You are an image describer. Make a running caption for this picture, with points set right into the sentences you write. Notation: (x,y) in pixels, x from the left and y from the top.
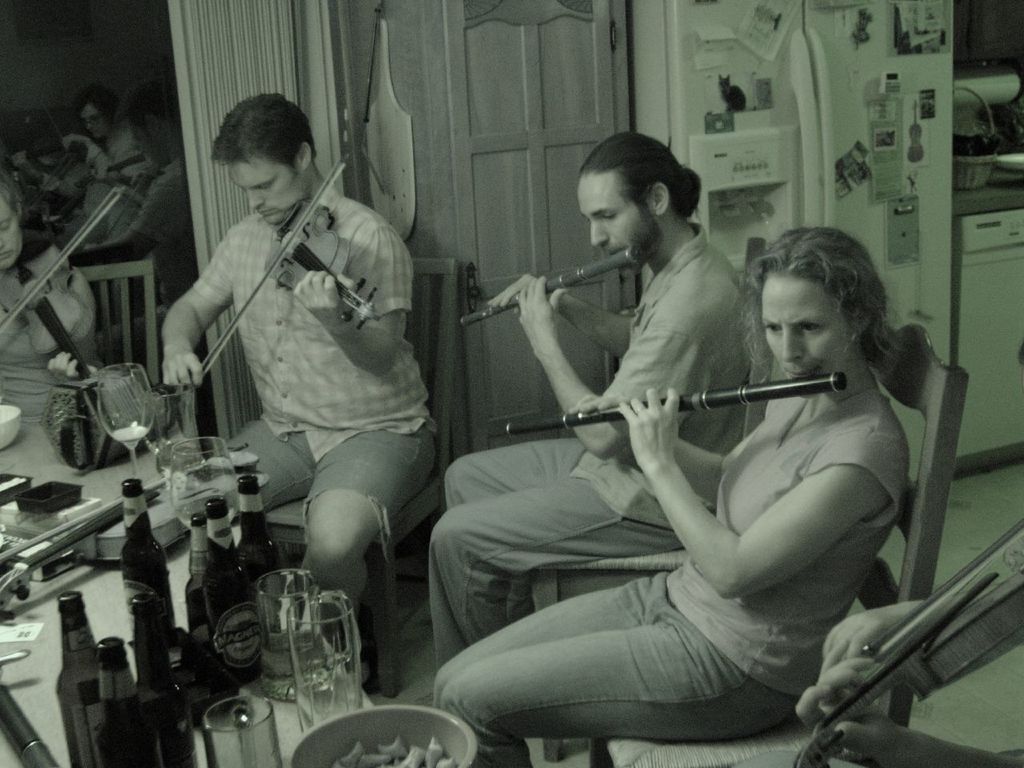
In this image i can a hand (898,614) holding a musical instrument (928,644). beside the hand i can see a lady (699,678) sitting on the chair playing a flute (769,390). Beside her there is a man (661,312) was playing a flute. on the middle (399,308) i can see a person (319,317) playing a violin (290,271). and left i can see bottle (89,632) kept on the table (117,594) and there is a glass (339,672) and there are some bowls (379,709) and on the left corner (13,223) i can see a group of persons (77,216) sitting on the chair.
